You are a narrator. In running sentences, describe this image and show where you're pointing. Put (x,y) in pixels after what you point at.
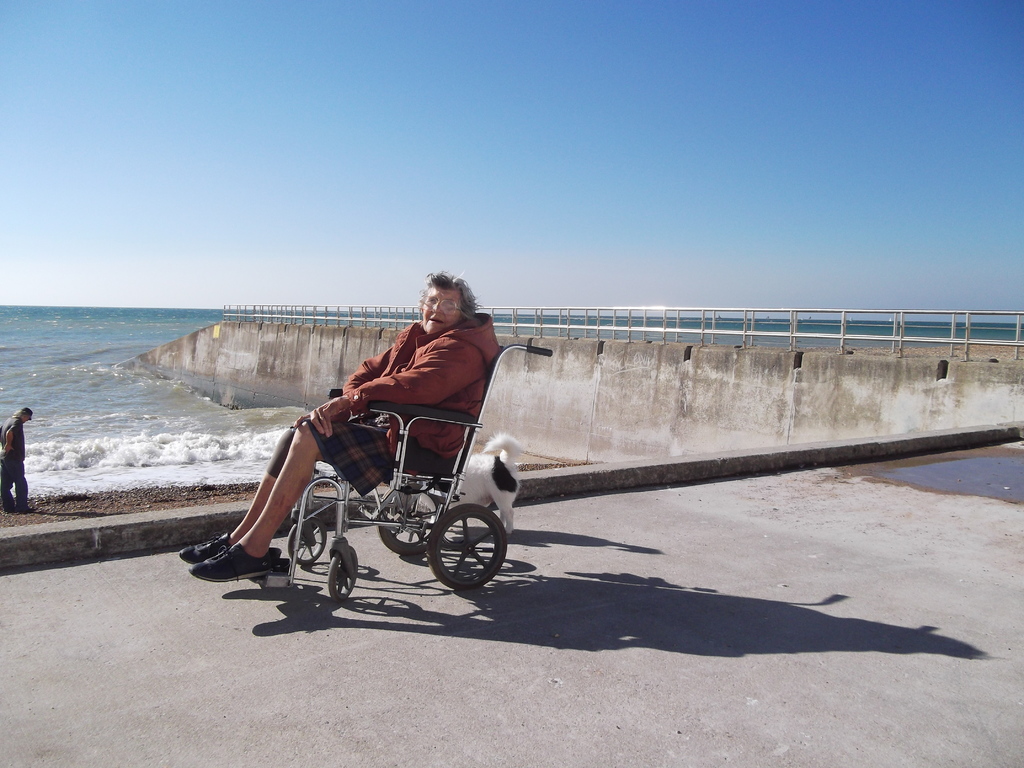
In this image there is a woman (258,547) on the wheel chair (389,411), behind the woman (348,472) there is a dog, in the background of the image (157,473) there is water (137,333) and metal fence (630,327).
